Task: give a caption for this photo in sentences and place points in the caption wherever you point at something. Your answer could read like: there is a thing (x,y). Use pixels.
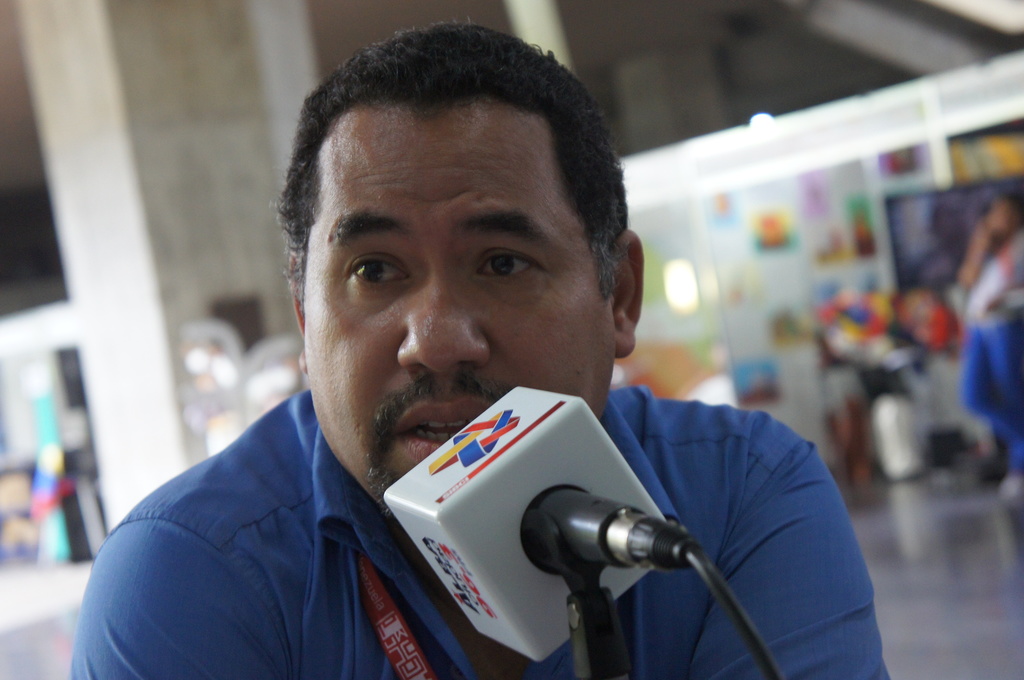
A man (639,651) is speaking in the microphone (519,631), he wore blue color shirt (358,574) and this microphone (507,557) is in white color.
